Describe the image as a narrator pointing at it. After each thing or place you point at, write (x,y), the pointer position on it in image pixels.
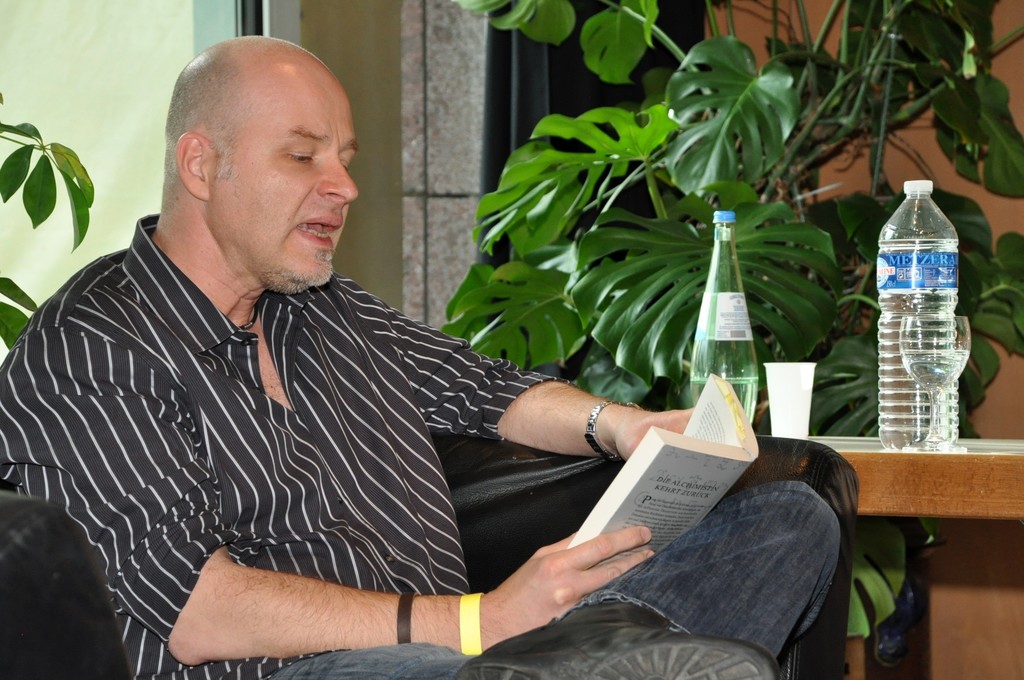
In this picture there is a man (747,508) sitting on couch (555,473) and reading a book (667,489). He is wearing a black shirt (314,469) and blue jeans (716,588). Beside him there is a table (881,508) and on the table (975,442) there are glasses (925,384) and water bottles (925,265). Behind him there is a plant (84,176). In the background (623,45) there is wall (801,30) and a houseplant (766,193).
